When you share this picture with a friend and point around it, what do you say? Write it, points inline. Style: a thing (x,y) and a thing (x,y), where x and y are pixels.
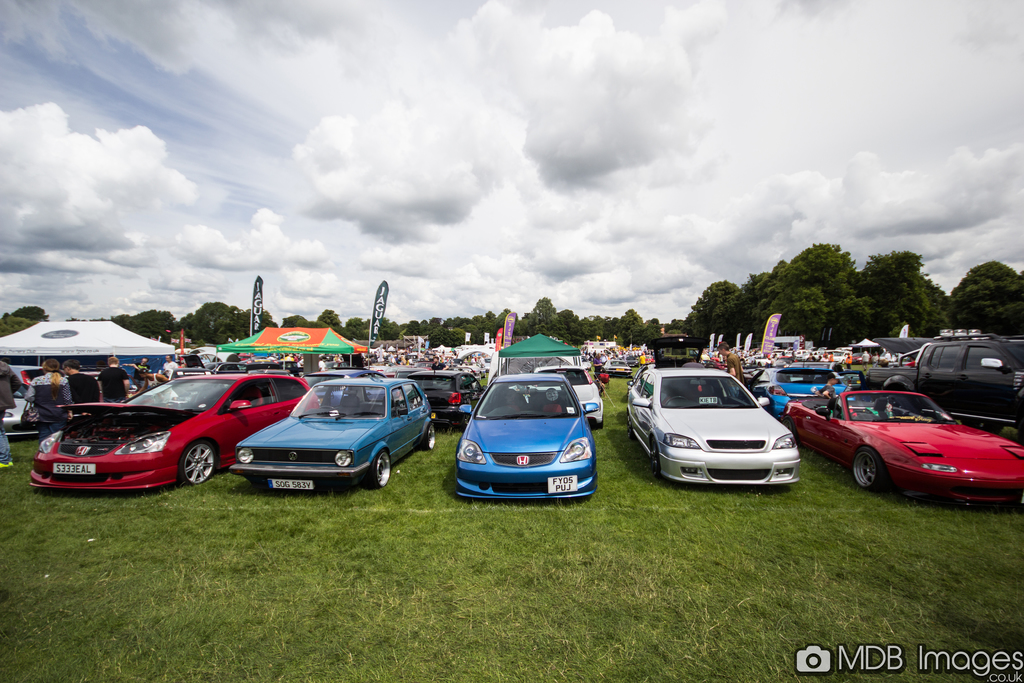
At the bottom of the image (557,603) there is grass (612,521) on the ground (633,643). At the bottom right corner of the image (999,653) there is a name (828,668). In the middle of the grass (814,611) there are few cars (402,436). Behind the cars (240,448) there are few people (76,389) and also there are tents (911,347). In the background (958,306) there are trees (918,266). And to the top of the image (322,86) there is a sky (621,168) with clouds (122,186).
